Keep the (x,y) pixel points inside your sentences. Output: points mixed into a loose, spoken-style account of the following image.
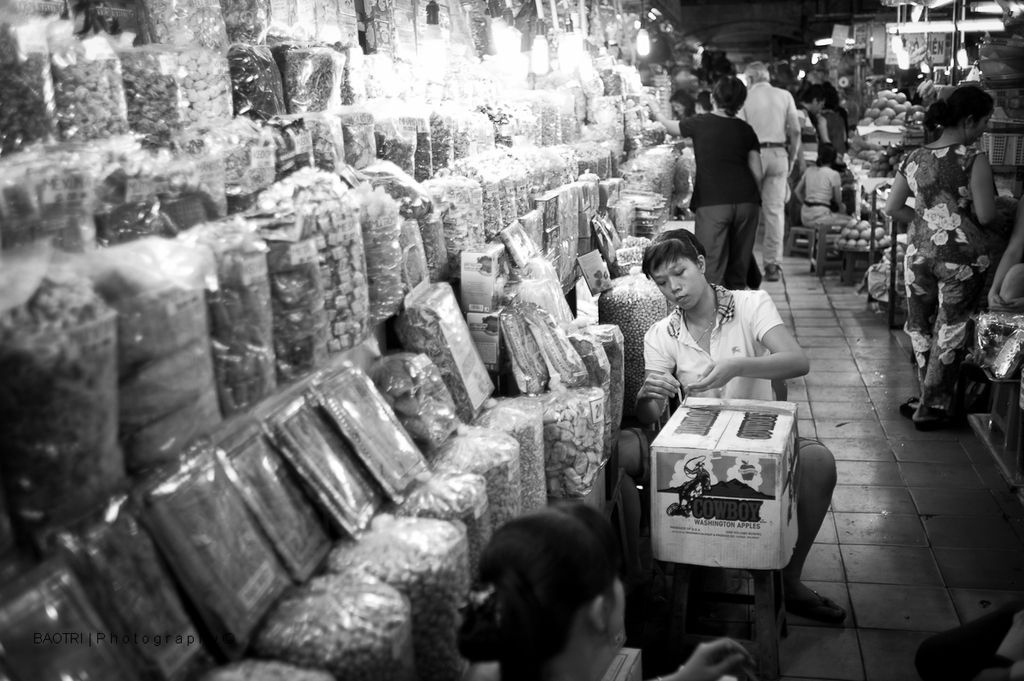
This image is taken in the store (891,456). In the center of the image (644,433) we can see people (815,213) and there is a lady (643,454) sitting and packing. There is a stool (777,611). On the left (310,603) there are goods (573,459) placed in the shelf (588,151). On the right (879,228) there are vegetables (866,230). In the background (515,55) we can see lights (639,39).
